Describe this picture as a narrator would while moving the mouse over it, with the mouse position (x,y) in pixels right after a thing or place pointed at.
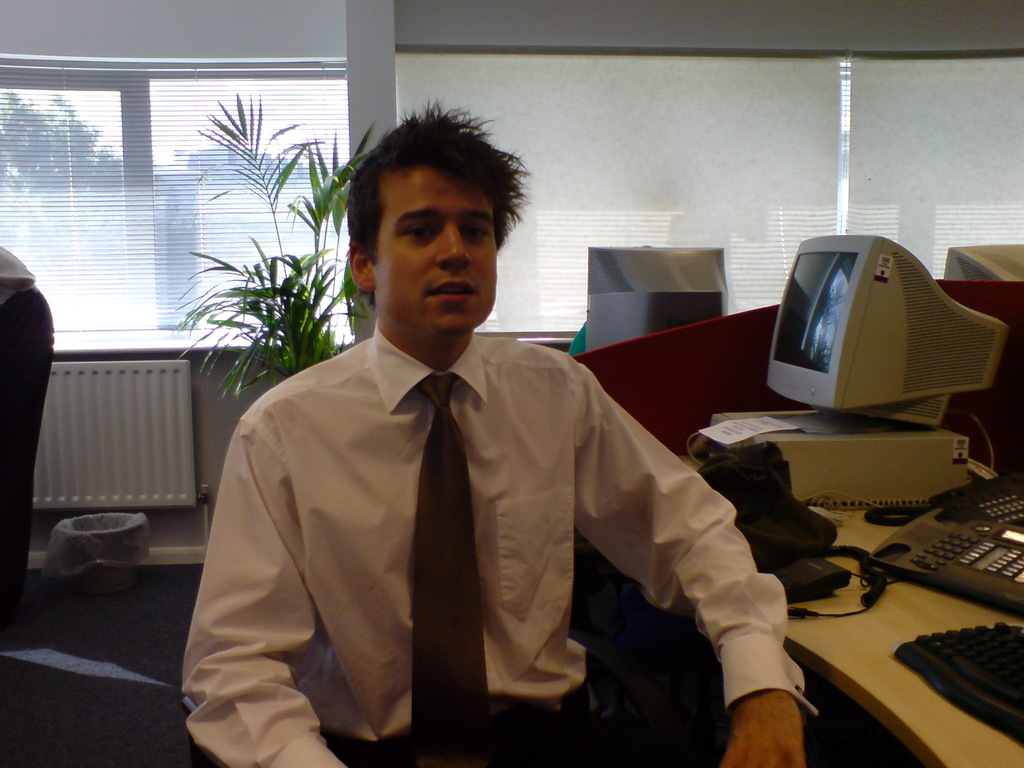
This picture describes about a man (323,600) seated on the chair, besides to him we can see telephone (947,535), key board (968,648) and monitor (840,357) on the table (877,661), in the background (291,342) we can see plant (268,279) and couple of trees (79,165). Besides to him a man (23,363) is standing.
